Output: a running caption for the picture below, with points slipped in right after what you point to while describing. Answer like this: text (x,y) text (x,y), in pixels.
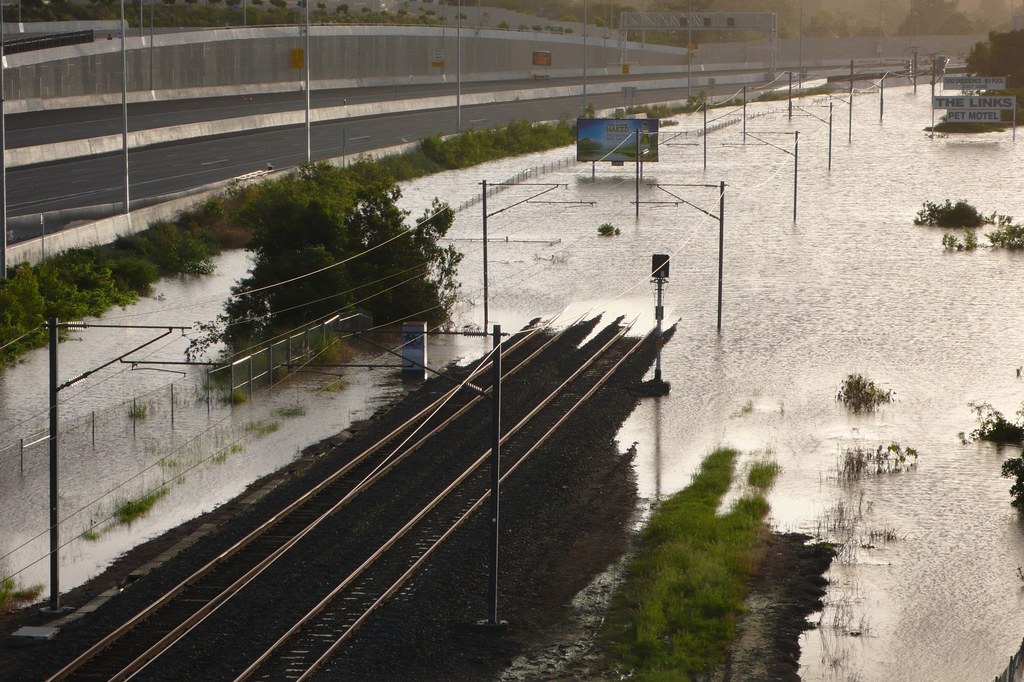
In this picture we can see water (900,605) at the bottom (904,585), there are trees (368,240) here, we can see grass (693,604) here, there are two railway tracks (387,550) here, there is a board (611,152) here, we can see poles (790,93), in the background (683,17) there is an arch (699,18).
